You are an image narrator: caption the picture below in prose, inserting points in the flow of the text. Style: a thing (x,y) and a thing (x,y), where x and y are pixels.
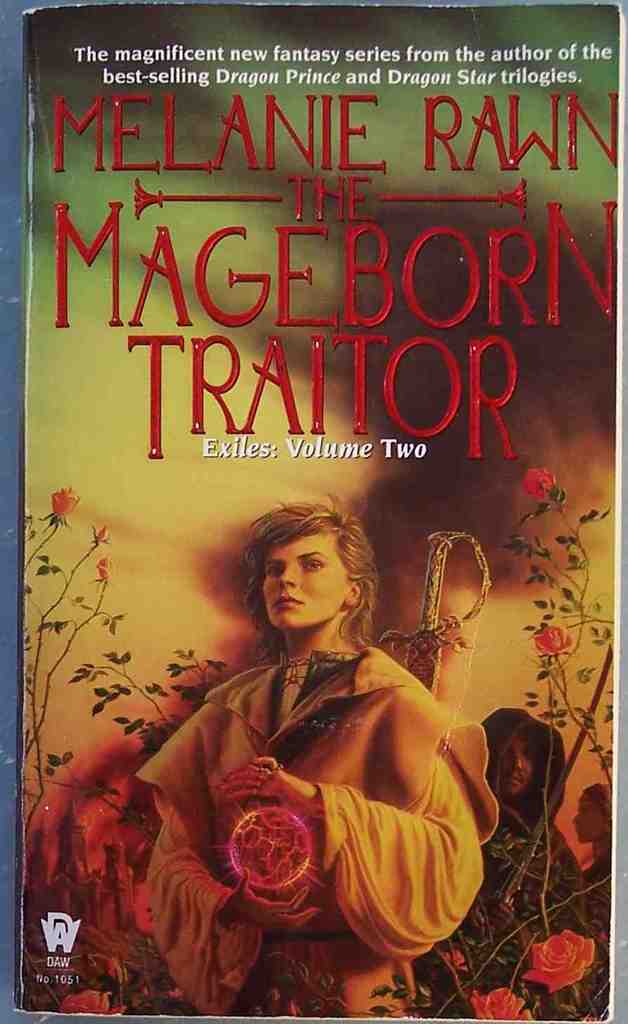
In this image we can see cover page (270,515) of a book (259,693), on that we can see some text (278,379) and images (209,750).
